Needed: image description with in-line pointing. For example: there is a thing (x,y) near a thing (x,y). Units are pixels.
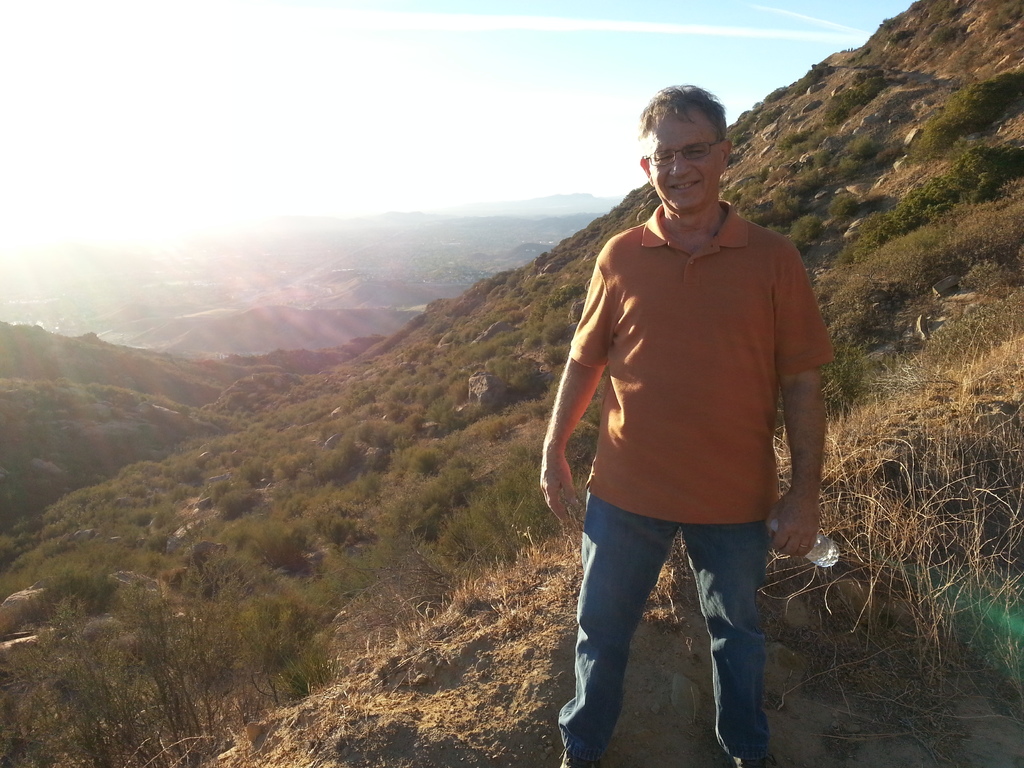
In this image there is a person (666,318) standing and smiling by holding a bottle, and in the background (395,576) there are trees (189,495), hills (376,305), sky (580,15).
